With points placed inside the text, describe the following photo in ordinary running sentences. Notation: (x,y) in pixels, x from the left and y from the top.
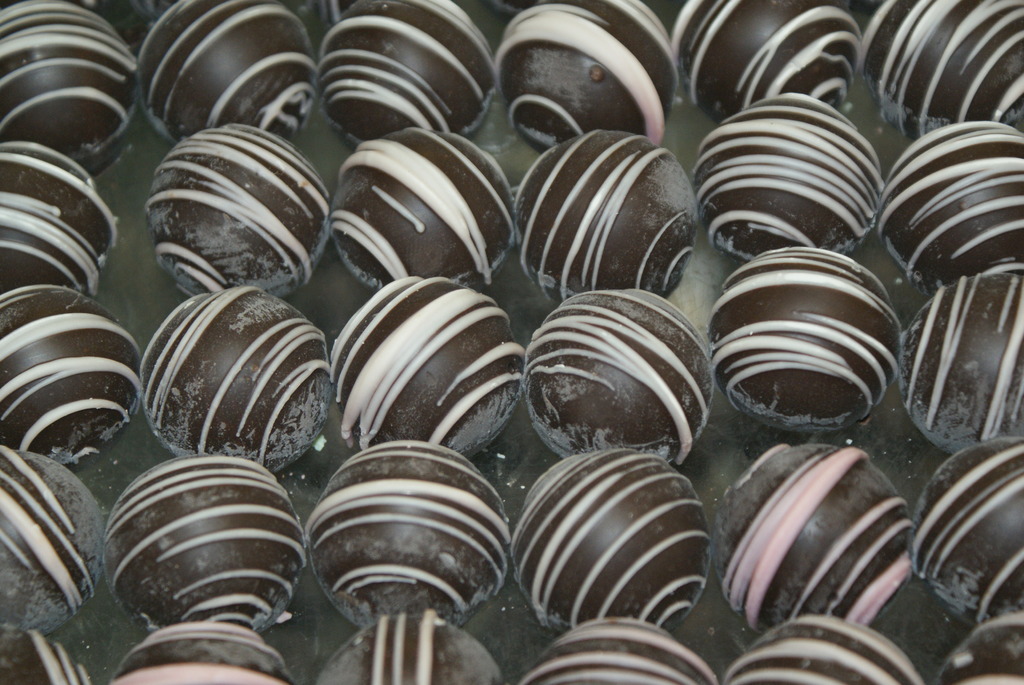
In this image I can see round shaped objects (376,394) on a surface (108,593).
